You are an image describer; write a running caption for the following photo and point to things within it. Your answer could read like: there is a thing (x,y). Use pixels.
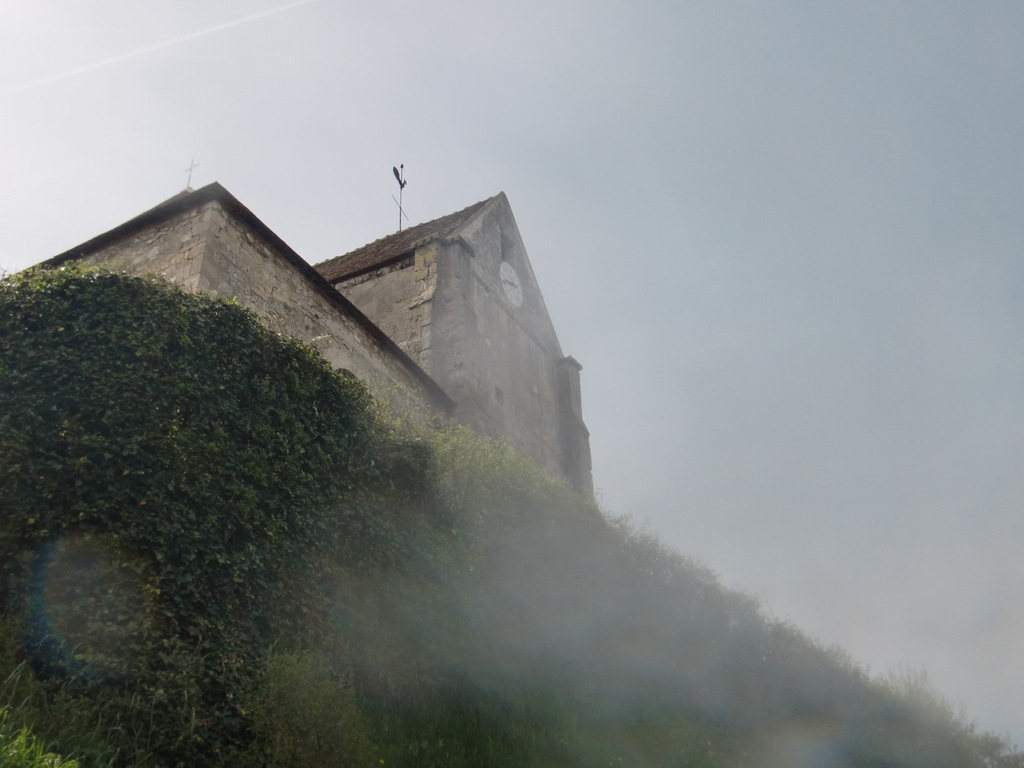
In this picture I can see there is a building (506,289) and there are plants (391,601) here and the sky (291,40) is hazy.
